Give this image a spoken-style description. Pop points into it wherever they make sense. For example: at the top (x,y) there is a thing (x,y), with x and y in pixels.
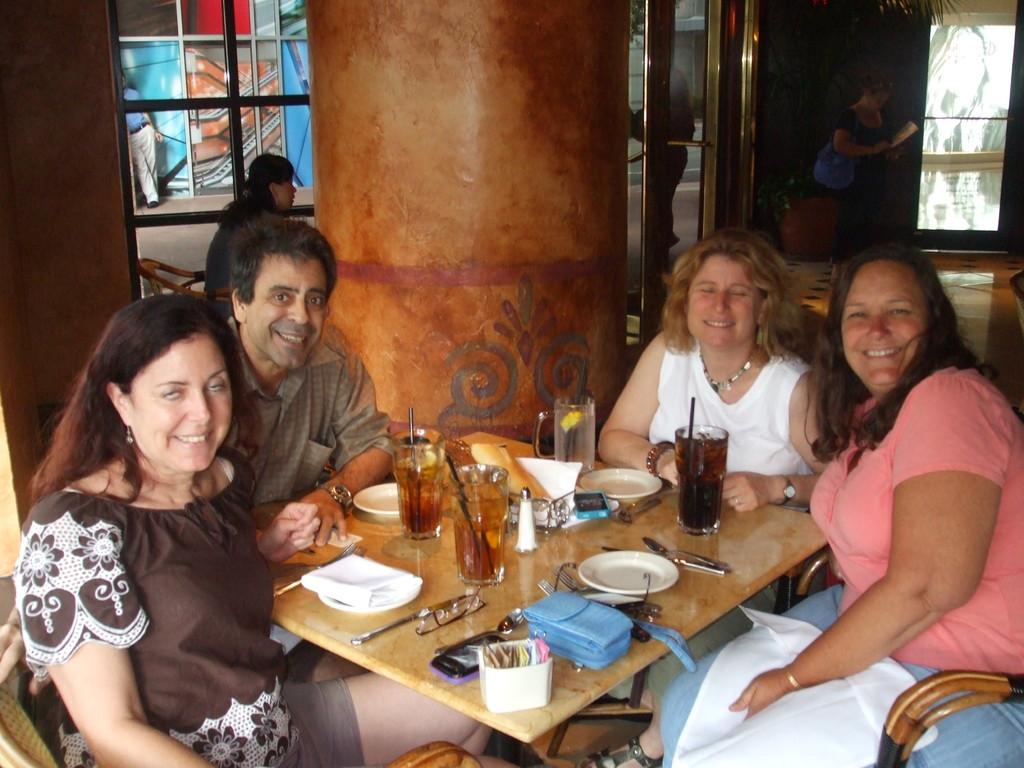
It seems to be the image is inside the restaurant (237,445). In the image there are group of people (357,445) sitting on chair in front of a table (728,532), on table (716,544) we can see glass (724,445) with some drink (713,452), straw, spoon (662,550), knife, plate (598,583), tissues (562,491). In background (487,239) there is a pillar (398,191) and few people (143,130) are standing and a door (932,65) which is closed.
